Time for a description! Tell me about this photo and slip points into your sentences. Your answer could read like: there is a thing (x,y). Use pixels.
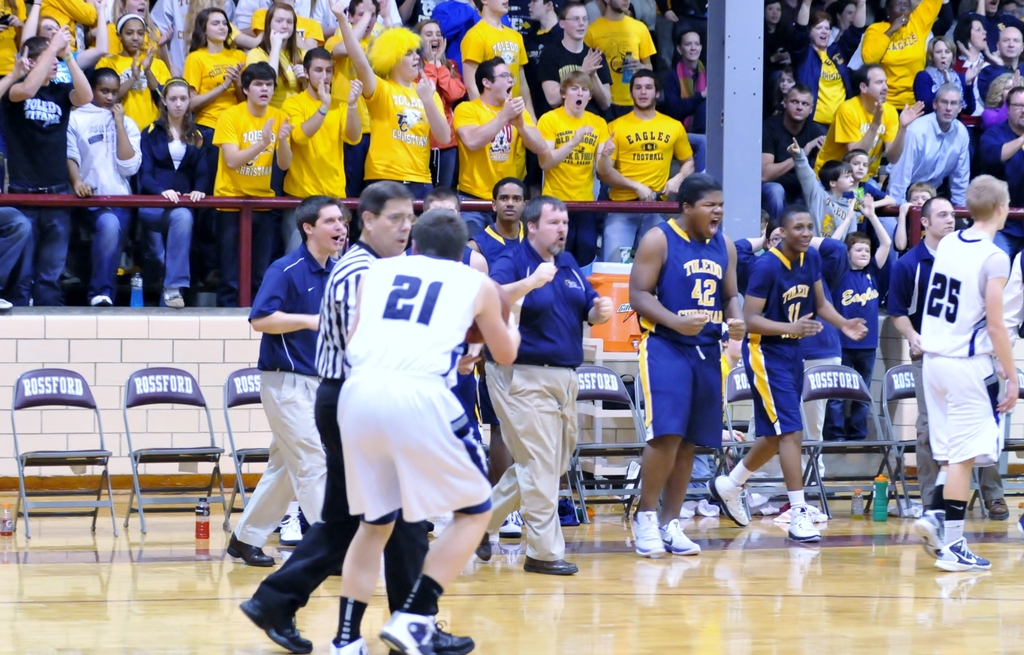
This picture shows people (941,294) standing and we see a umpire (388,216) and we see few chairs (628,457) and audience (998,69). We see few people (982,54) seated and people (553,25) standing and we see a pole (745,0) and few water bottles (210,531) on the floor (774,560).
